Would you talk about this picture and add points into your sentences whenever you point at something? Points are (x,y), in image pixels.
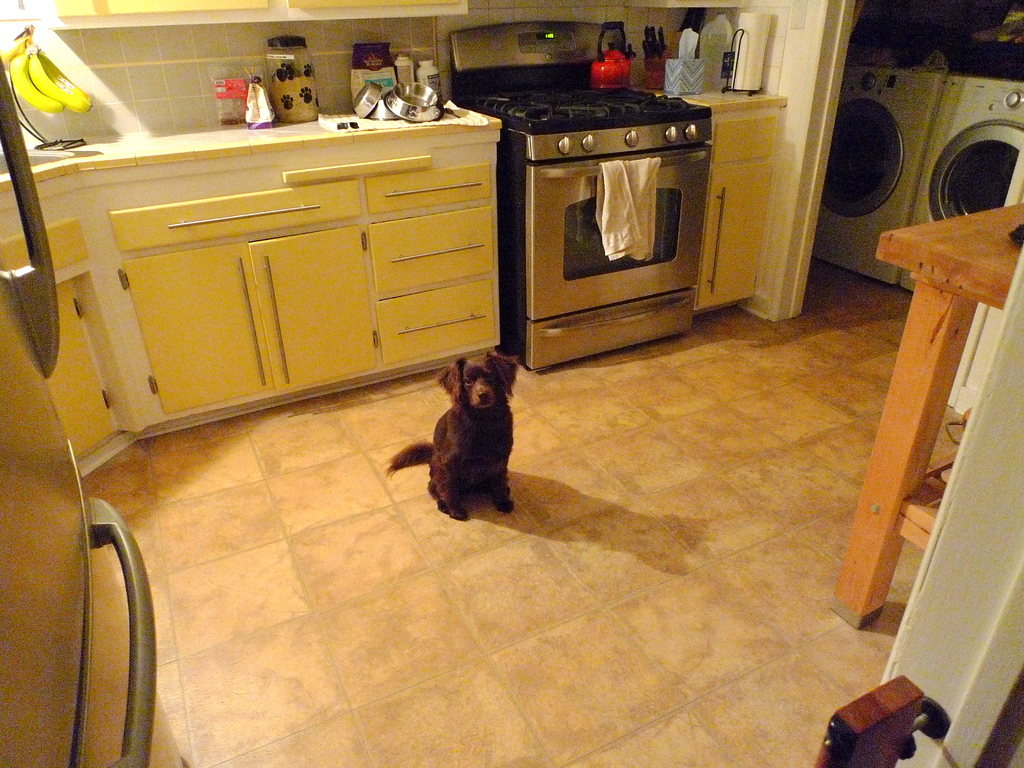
As we can see in the image there is a gas (592,126), washing machine (858,230), and dog (467,469) on floor (466,565).
